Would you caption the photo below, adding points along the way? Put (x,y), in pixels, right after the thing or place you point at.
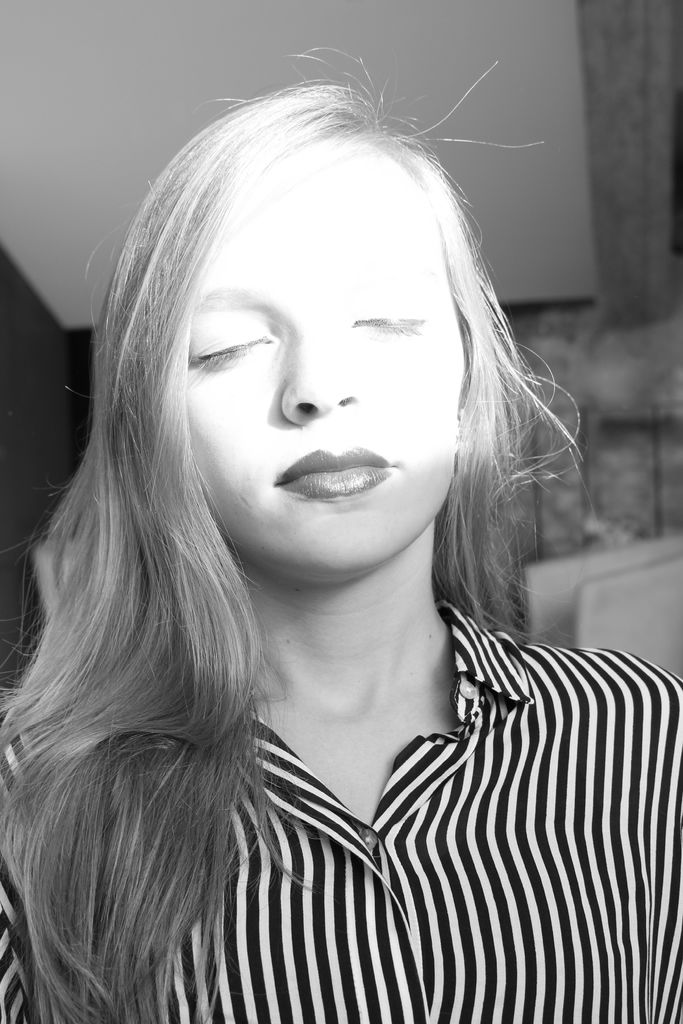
In the center of the image (424,385) we can see a lady (406,509). In the background (446,41) there is a wall (329,69).
